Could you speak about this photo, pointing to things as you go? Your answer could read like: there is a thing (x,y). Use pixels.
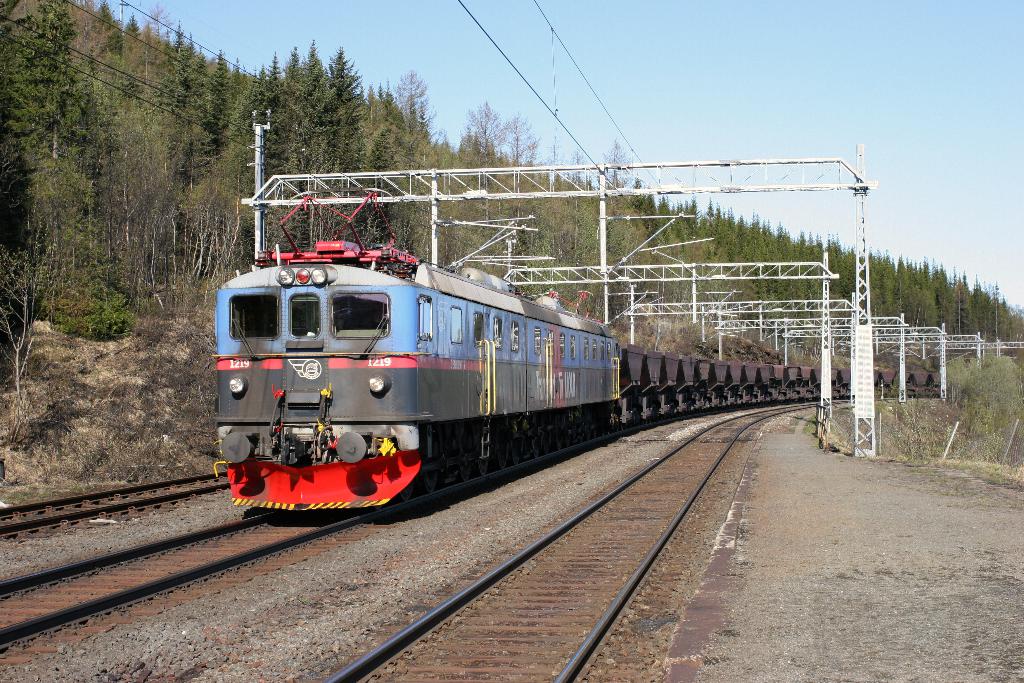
In this picture there is a train (343,355) on the left side of the image (313,341) and there are trees (390,160), poles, and wires (571,136) in the background area of the image (625,255).
